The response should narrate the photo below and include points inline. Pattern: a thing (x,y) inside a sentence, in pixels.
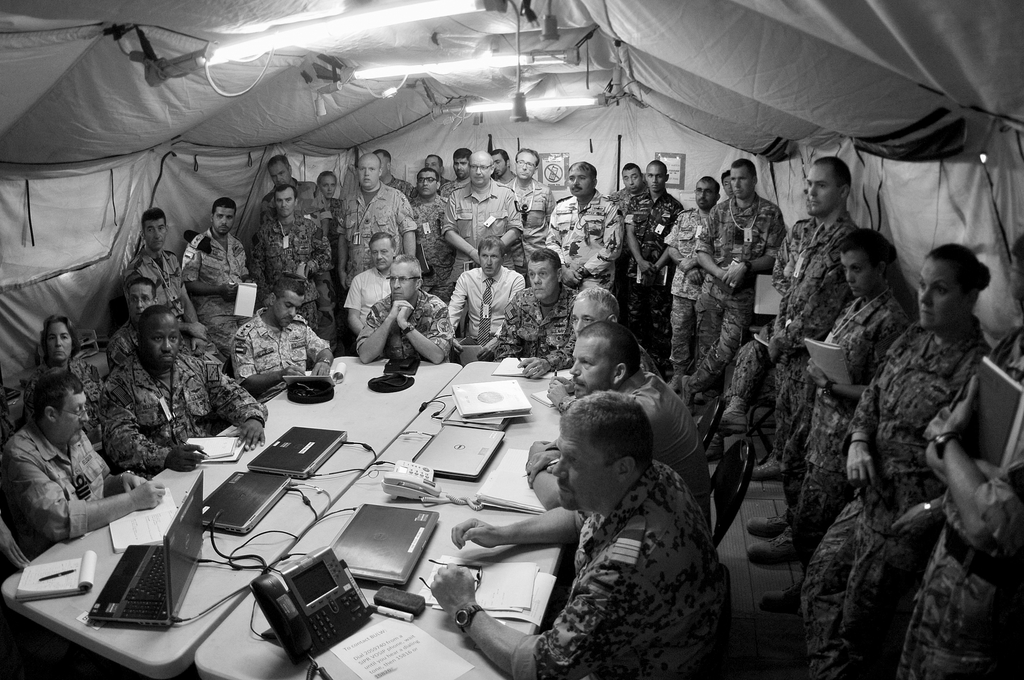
As we can see in the image there is tent (240,120), lights (449,12), group of people (534,277) wearing army dresses (946,397) and there are tables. On tables (519,444) there are laptops (172,536), phone (405,475), papers (403,660), books (60,568) and pens (46,577).
